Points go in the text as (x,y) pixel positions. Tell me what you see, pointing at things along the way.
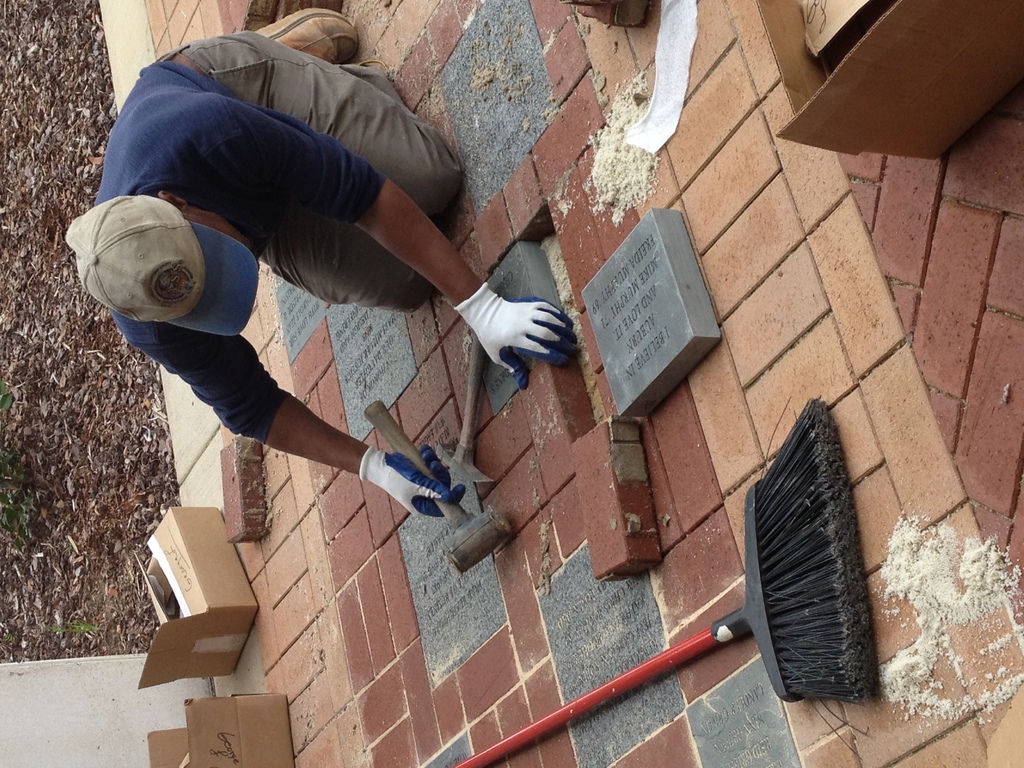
In this image we can see a person (420,295) sitting on the floor (332,323) and holding hammer (463,545) and bricks (562,433) in his hands (547,318). In the background (43,104) we can see broom (622,688), cardboard cartons (227,710) and ground (39,346).
